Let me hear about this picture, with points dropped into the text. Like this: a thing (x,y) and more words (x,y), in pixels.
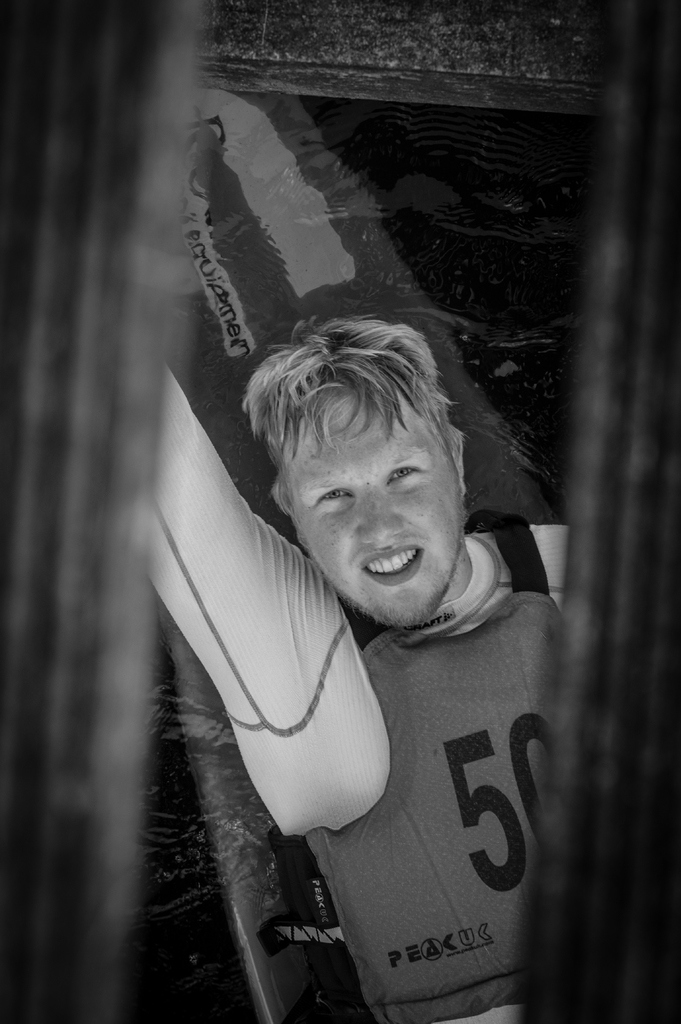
This is a black and white image. In this image, we can see a person (406,649). Behind the person (438,646), we can see the water (482,289) and surfing board (340,265). On the right side (629,828) and left side of the image (2,654), there is a blur view.
